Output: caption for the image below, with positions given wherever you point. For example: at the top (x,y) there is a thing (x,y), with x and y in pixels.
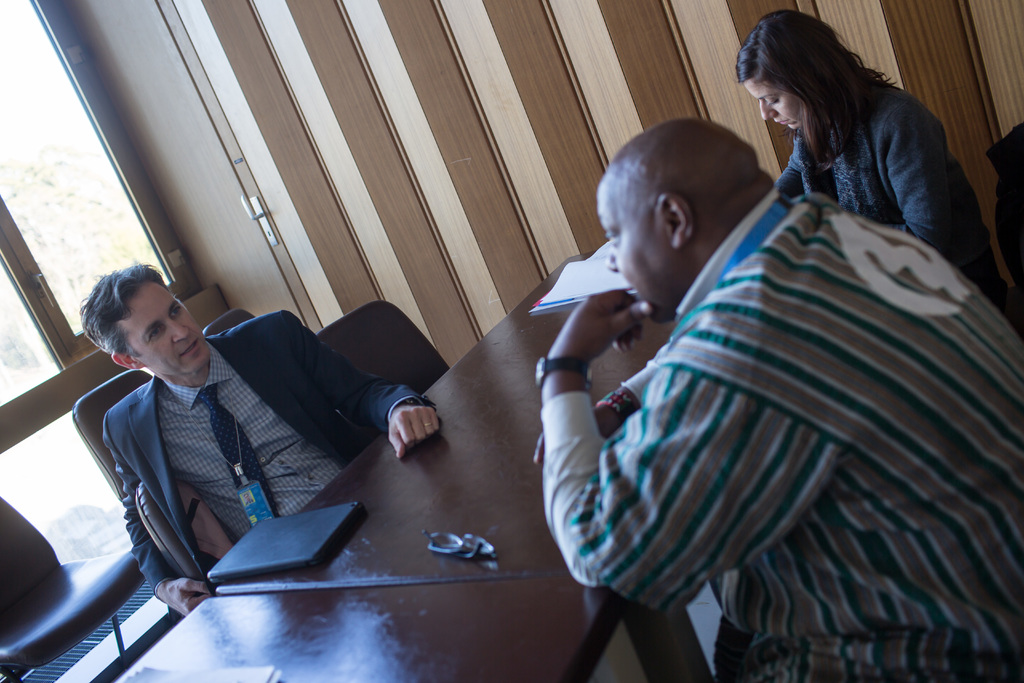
In this picture there are persons (797,343) sitting. In the center (485,401) there is specs (487,554) on the table (512,373) and there are files (335,529) on the table (386,478), and there are empty chairs (377,335). In the background (24,255) there is a window (116,198) and there is a door (191,171).
